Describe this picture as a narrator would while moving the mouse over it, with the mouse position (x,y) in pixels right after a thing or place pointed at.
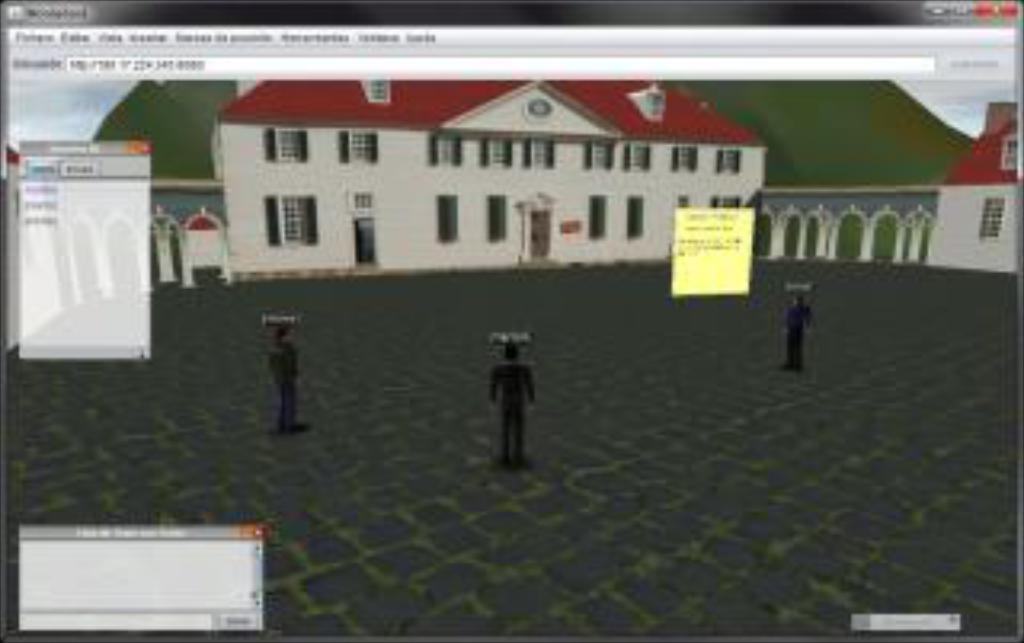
This is a web page. We can see an animated image with houses (458,216), a few people (791,340). We can also see the ground (872,375) and green hills (902,119). We can see some arches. We can see a notepad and a dialog box (176,541).
